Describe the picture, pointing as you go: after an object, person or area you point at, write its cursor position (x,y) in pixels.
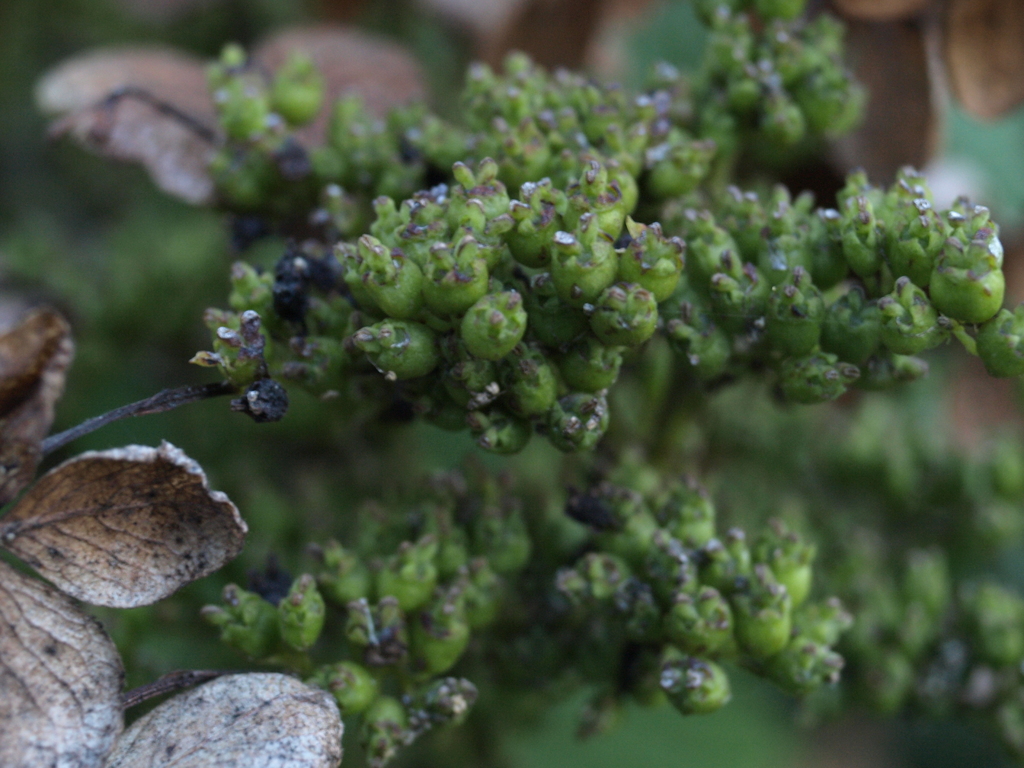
In this picture, we see plants (453,638). On the left side (178,721), we see dried leaves (93,586). In the background (722,488), it is green in color and it is blurred in the background (39,193).
